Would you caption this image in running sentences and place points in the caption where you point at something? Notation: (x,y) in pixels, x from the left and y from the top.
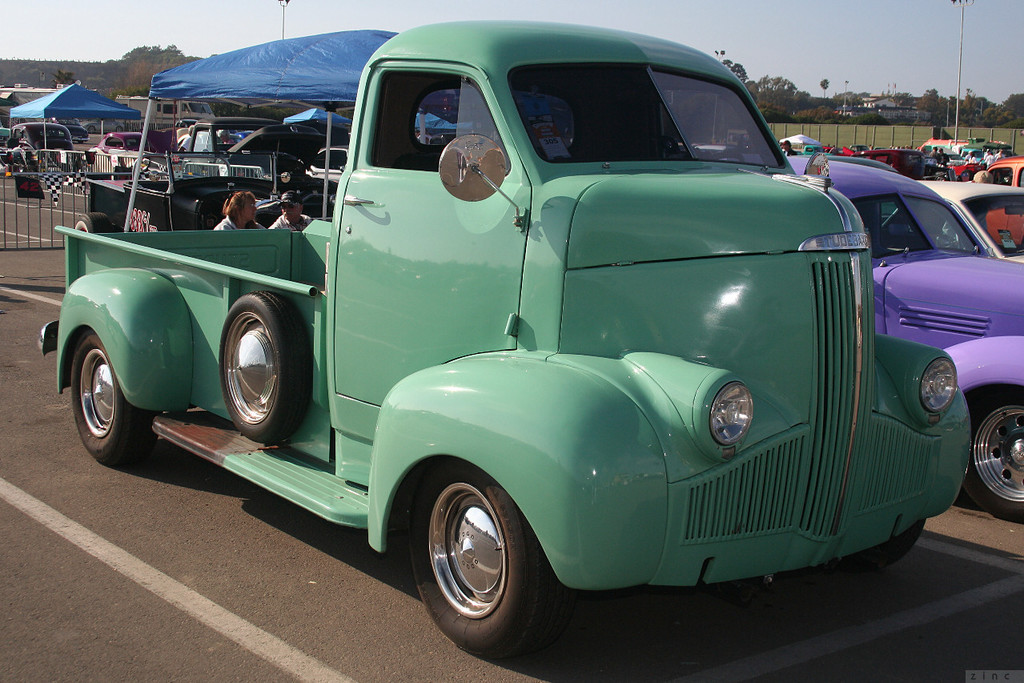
In this image we can see many vehicles (331,240). There is a sky (842,31) in the image. There are few tents (74,108) in the image. There is a grassy land (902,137) in the image. There are few people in the image. There are street pole (959,65) and barrier (55,232) in the image.
